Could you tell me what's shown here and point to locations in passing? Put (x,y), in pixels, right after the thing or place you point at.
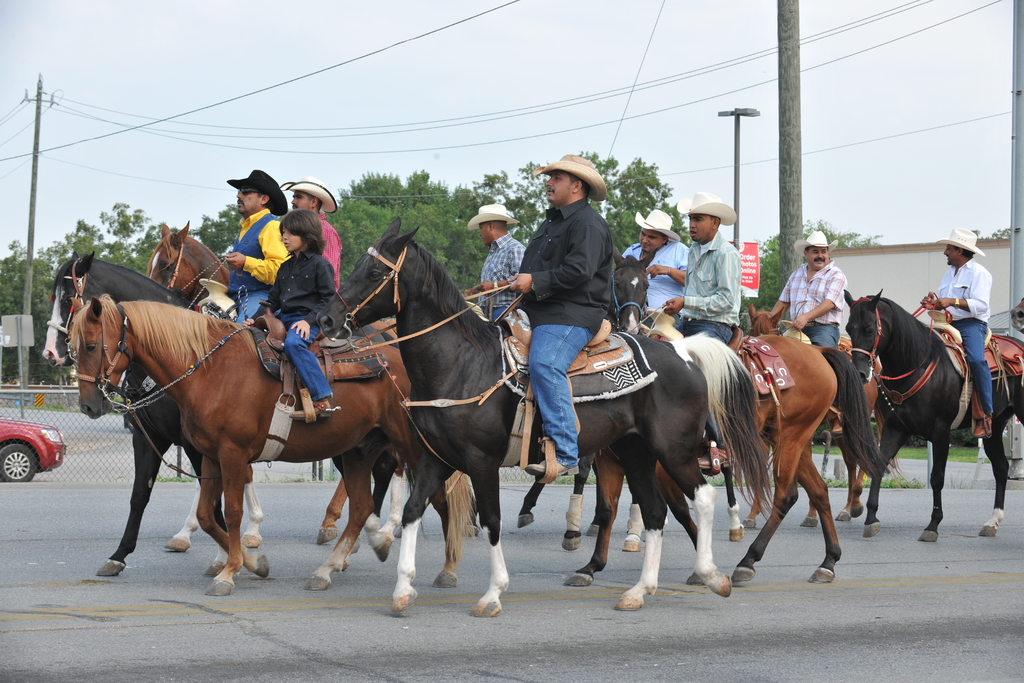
In the image there are group of people (487,298) travelling on the horses (209,387) and behind the people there are few poles (799,201) in between and in the background (400,197) there are many trees (345,199).
